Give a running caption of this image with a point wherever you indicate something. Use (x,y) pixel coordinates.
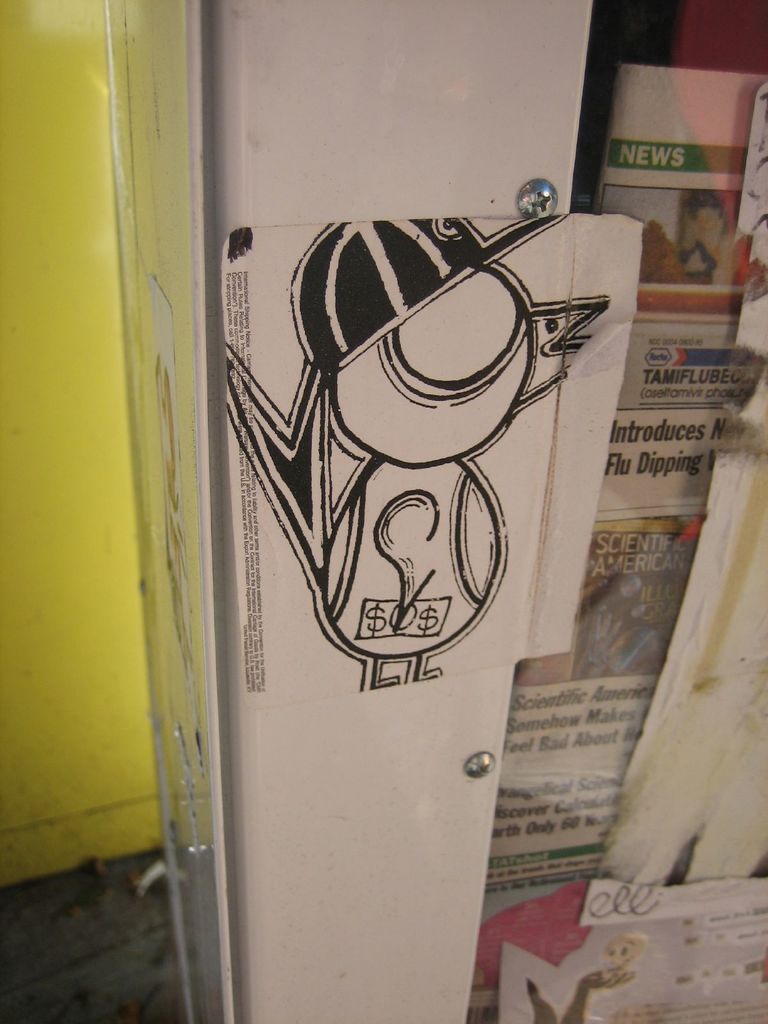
In this image I can see a white colour board (515,166), few newspapers pages (690,527) and I can also see something is written in the background (639,472). Here I can see few screws (533,205).
